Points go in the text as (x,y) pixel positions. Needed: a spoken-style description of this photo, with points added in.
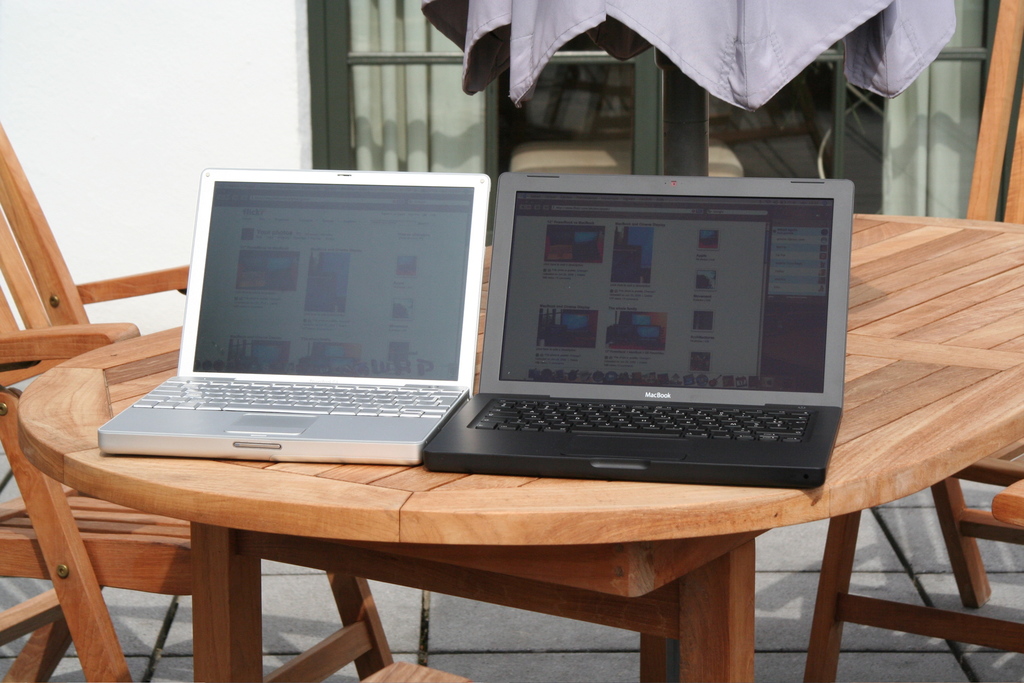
This image consists of a table (339,529), chair (20,291) and on the table (953,317) there are two laptops (545,278), one of them is in silver colour and the other one is in black colour. There is an umbrella (664,59) on the top (921,42).
